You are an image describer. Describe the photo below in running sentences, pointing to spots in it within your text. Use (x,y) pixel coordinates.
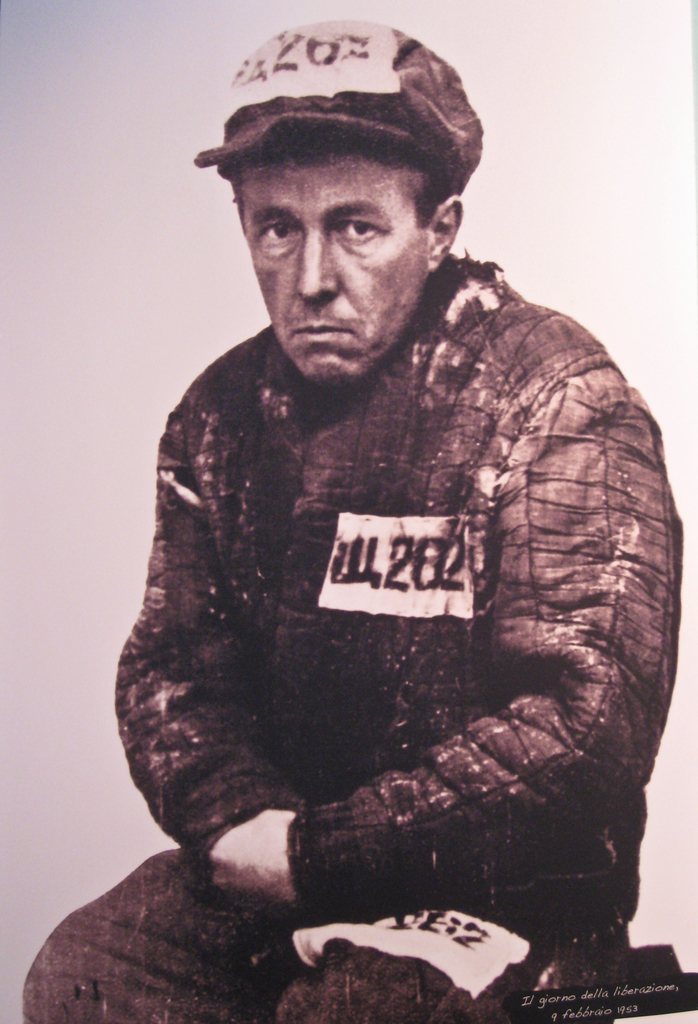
In this image I can see the person (303,500) sitting and the person (364,65) is wearing the cap (379,107) and the image is in black and white.
